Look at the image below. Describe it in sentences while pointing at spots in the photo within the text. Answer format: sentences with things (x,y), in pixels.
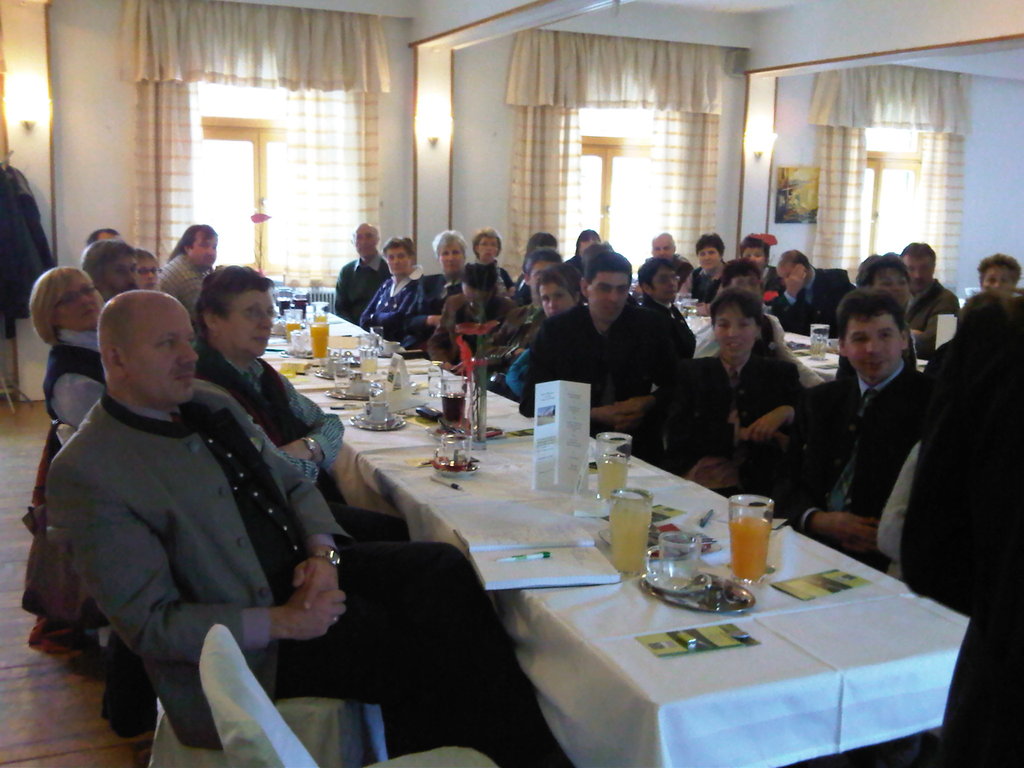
This is a picture where we have some people (325,510) sitting on the chairs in front of the tables (278,345) on which there are some food items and some glasses (456,436) and there are three windows (904,175) and curtains (142,122) to the windows (891,170).
